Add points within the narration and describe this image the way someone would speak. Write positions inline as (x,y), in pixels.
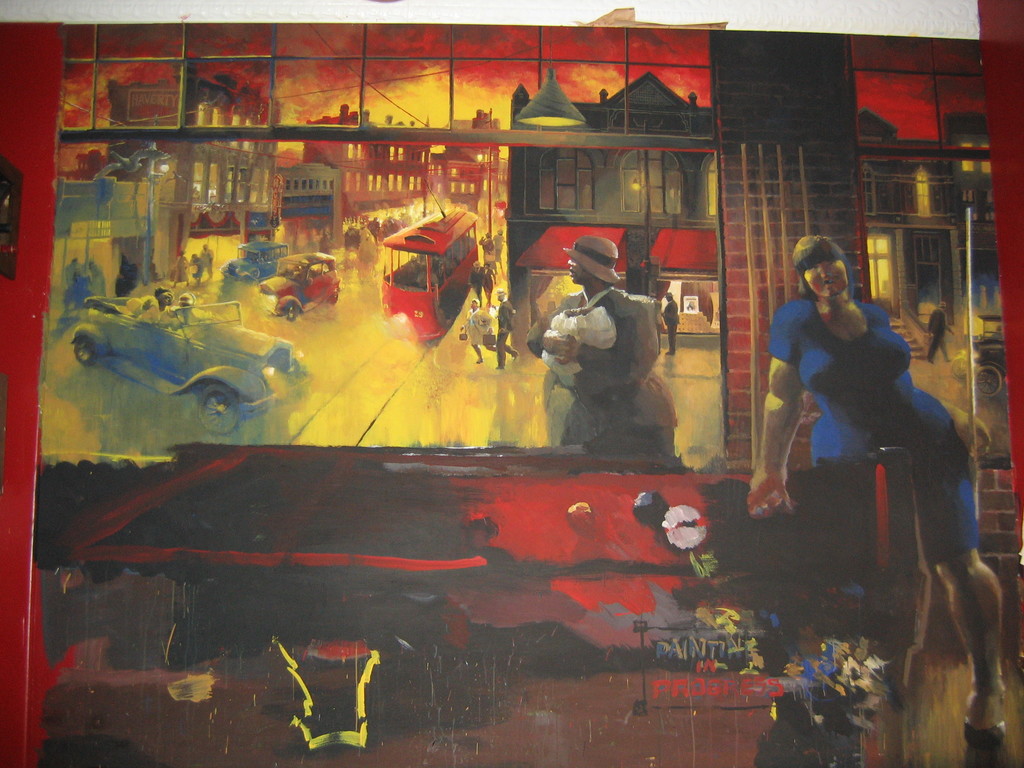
In this image I can see the painting (478,393) in which I can see a woman (808,388) wearing blue colored dress (829,387), a man (627,389) wearing black colored dress (597,413), the road (456,430), few vehicles (457,234) on the road (441,419), few persons (489,258), few lights (565,97), few buildings (373,189) and the sky (385,94) in the background (370,75).
